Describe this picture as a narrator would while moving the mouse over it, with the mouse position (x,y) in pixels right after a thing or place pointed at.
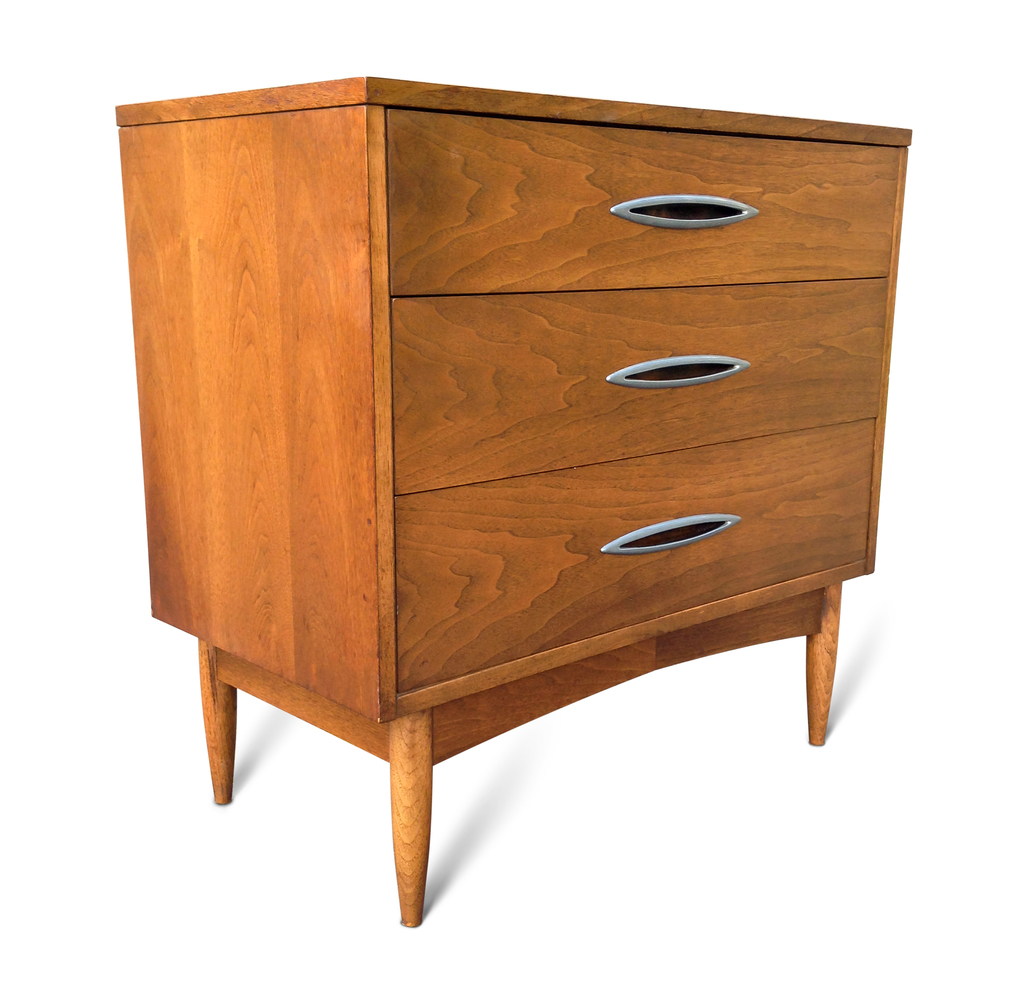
In this image there is a wooden cupboard (444,375) with the three drawers (637,358).
